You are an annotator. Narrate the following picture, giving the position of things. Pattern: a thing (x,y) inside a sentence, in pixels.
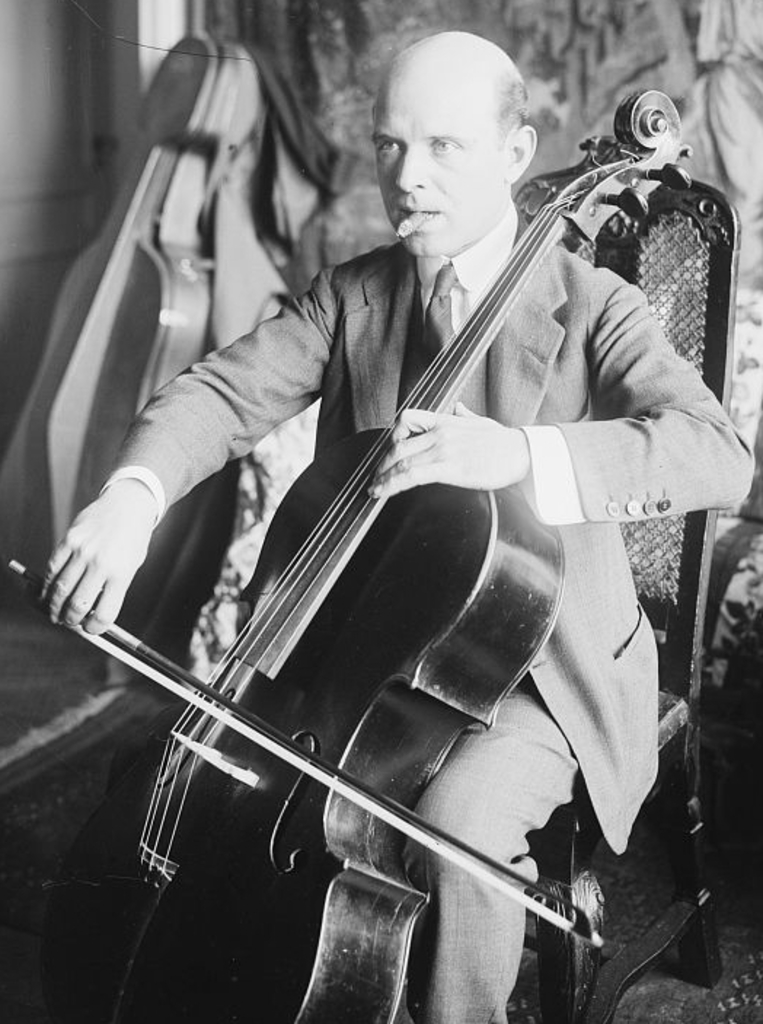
This is a black and white picture, we can see a person (324,344) sitting and playing a cello (296,609).
